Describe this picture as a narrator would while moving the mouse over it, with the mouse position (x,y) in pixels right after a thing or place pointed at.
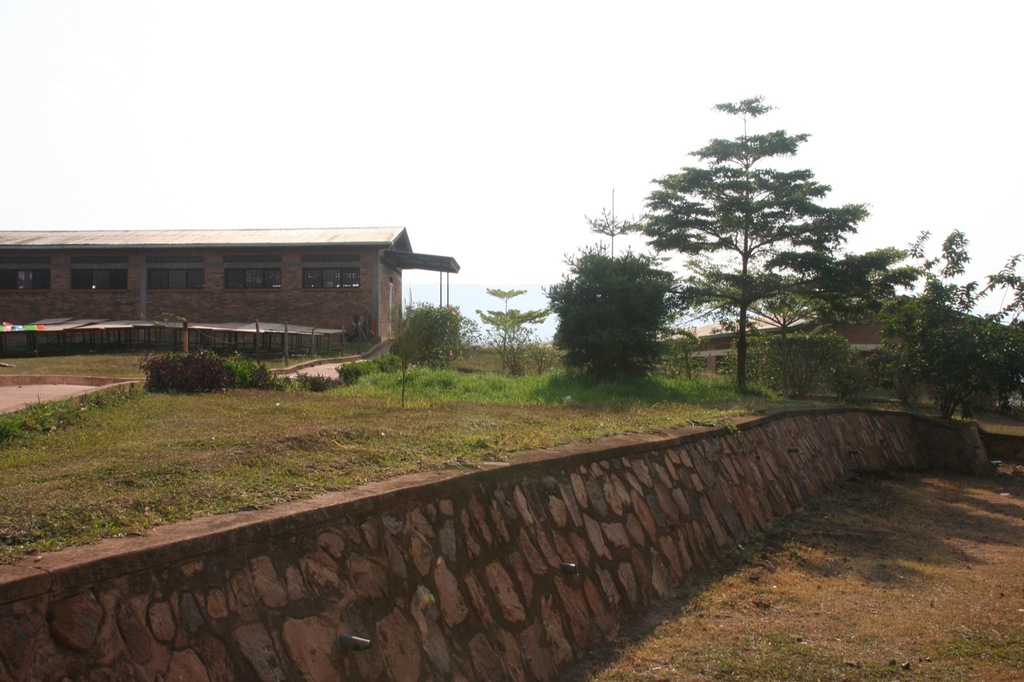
On the left side (249,549), there is a stone wall (262,584). Above this wall (199,559), there are trees (607,293), plants (178,380) and grass (404,445) on the ground (203,494). On the right side (799,568), there is a dry land (885,583). In the background (385,270), there is a building (98,268) which is having the roof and windows (114,284), there is grass (131,365) on the ground (45,365) and there is sky (430,98).
